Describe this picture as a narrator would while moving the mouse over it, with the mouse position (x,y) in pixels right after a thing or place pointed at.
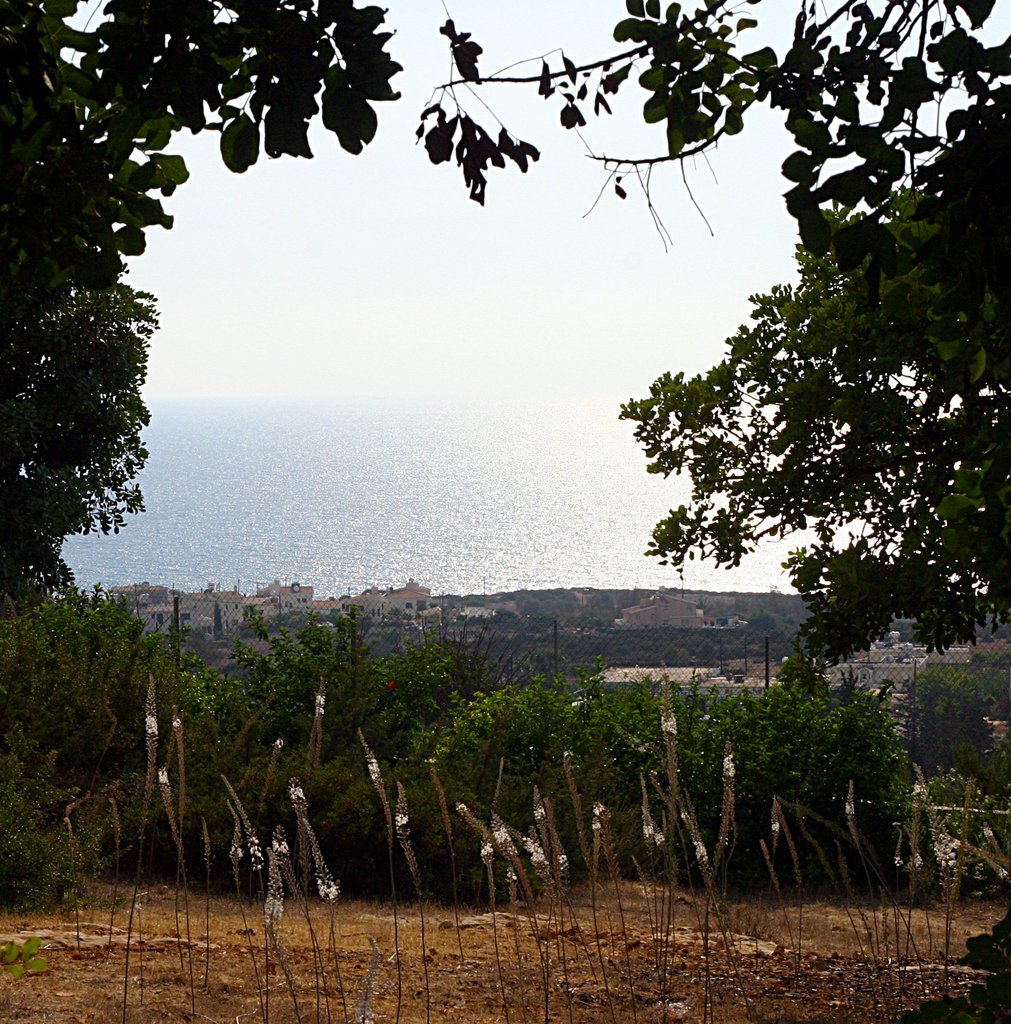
At the bottom of the picture (546,832) there are plants (748,831) and soil (675,920). On the left (45,189) there are trees (87,321). On the right (893,473) there are trees (961,265). In the center of the background (171,613) there are buildings (165,600), fencing (396,625) and a water body (319,464). Sky (410,306) is sunny.
